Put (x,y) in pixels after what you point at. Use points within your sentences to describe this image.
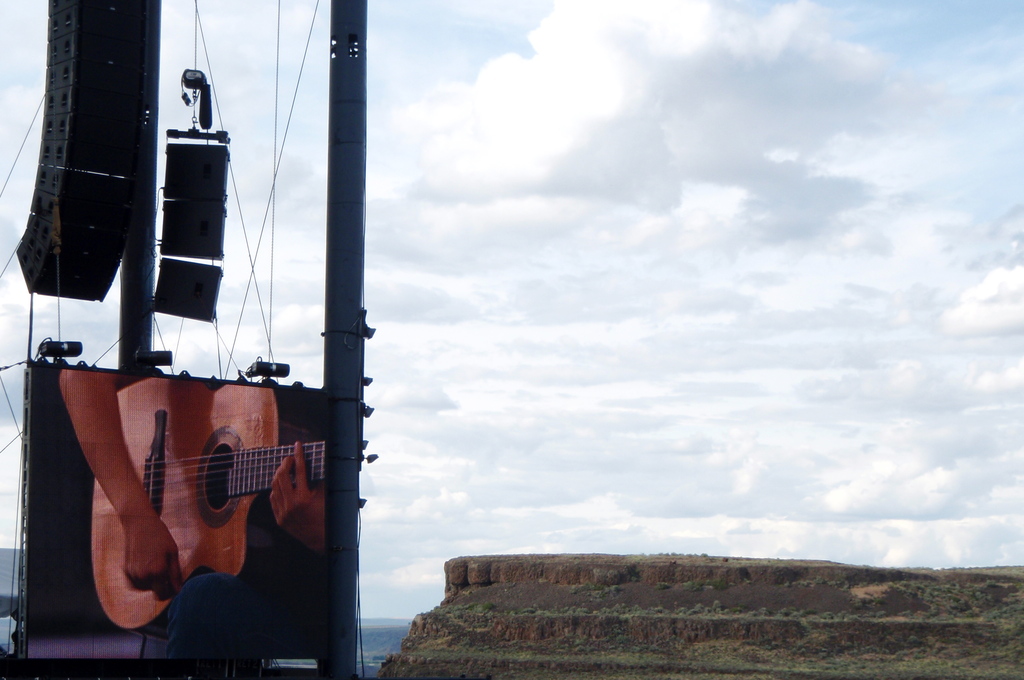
On the left side of the image (307,522) there is a pole (330,230), screen (307,509), lights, speakers (91,141) and wires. In the background (565,330) there is a hill (547,634), water (375,634), sky (654,271) and clouds (506,114).
